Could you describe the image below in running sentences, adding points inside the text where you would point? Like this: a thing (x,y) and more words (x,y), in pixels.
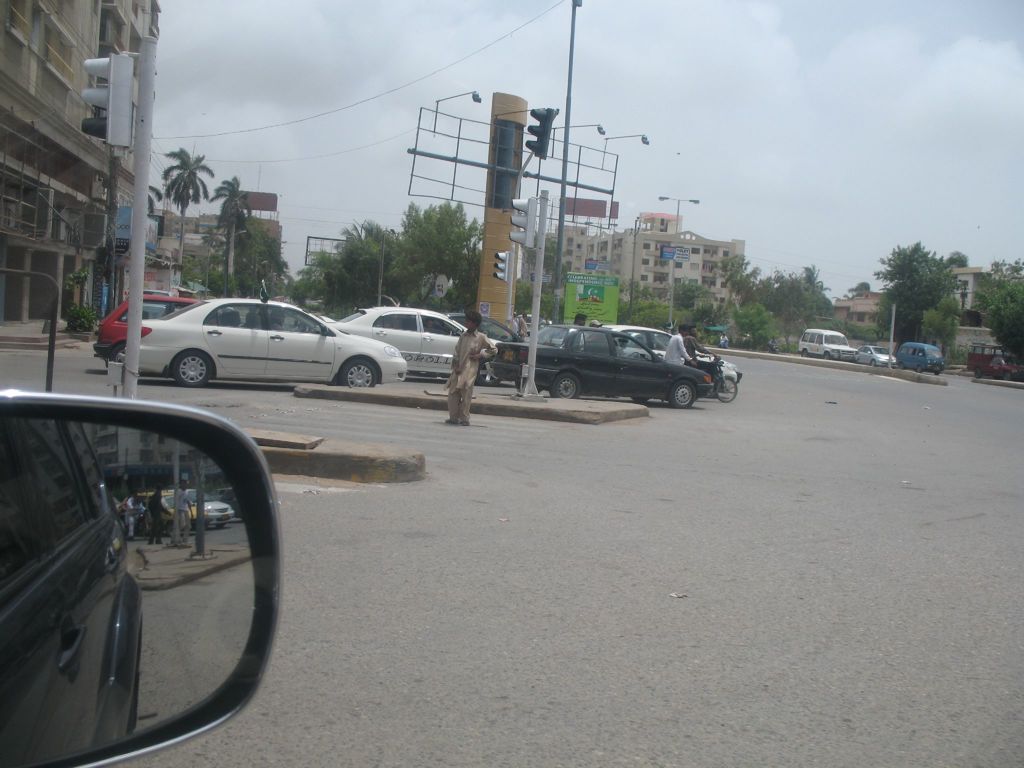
This is an outside view in this image in the center (624,327) there are some cars (619,328), bikes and some people (469,362). In the foreground (148,594) there is one mirror (47,545), in the background (72,149) there are some trees (921,267), buildings (726,240), poles (566,167), street lights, traffic signals (534,210) and some wires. On the top of the image (374,57) there is sky (738,63), at the bottom (687,520) there is road (830,576).
